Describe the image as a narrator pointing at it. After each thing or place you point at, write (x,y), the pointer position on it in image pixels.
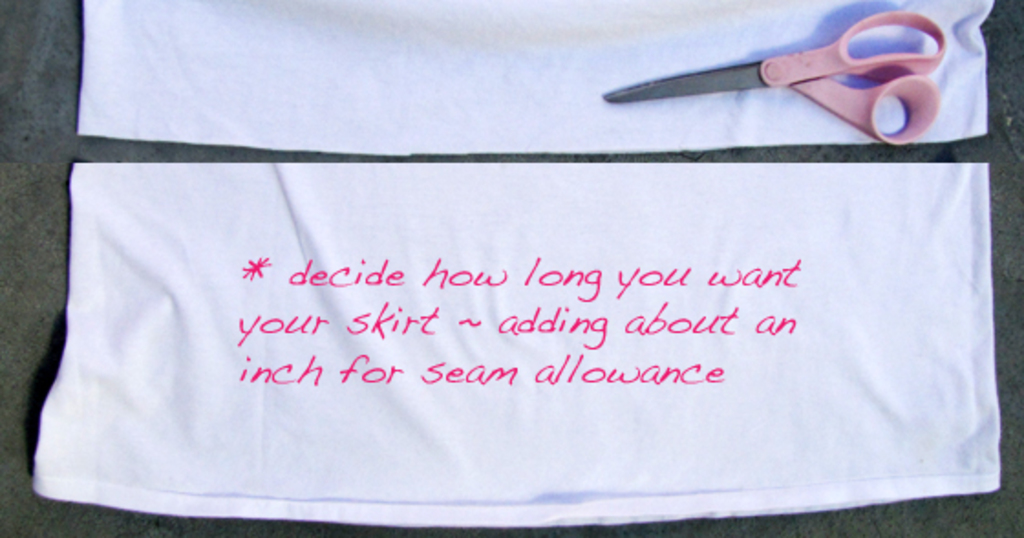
In this image we can see the text (565,322) on the white cloth (588,255). We can also see a scissor (811,57) on another white cloth (560,58) and in the background (53,87), we can see the plain surface (980,499).
